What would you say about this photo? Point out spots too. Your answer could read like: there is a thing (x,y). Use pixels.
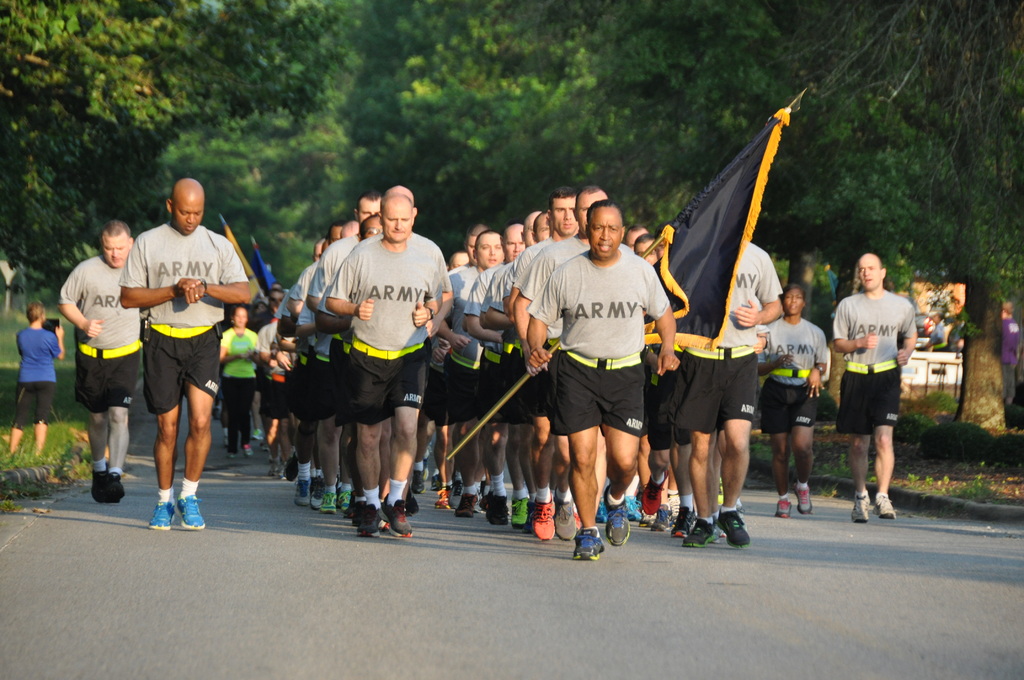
In this picture we can see a group of people (324,460) on the road (590,564), here we can see flags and some objects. In the background (1005,5) we can see trees (997,17).
